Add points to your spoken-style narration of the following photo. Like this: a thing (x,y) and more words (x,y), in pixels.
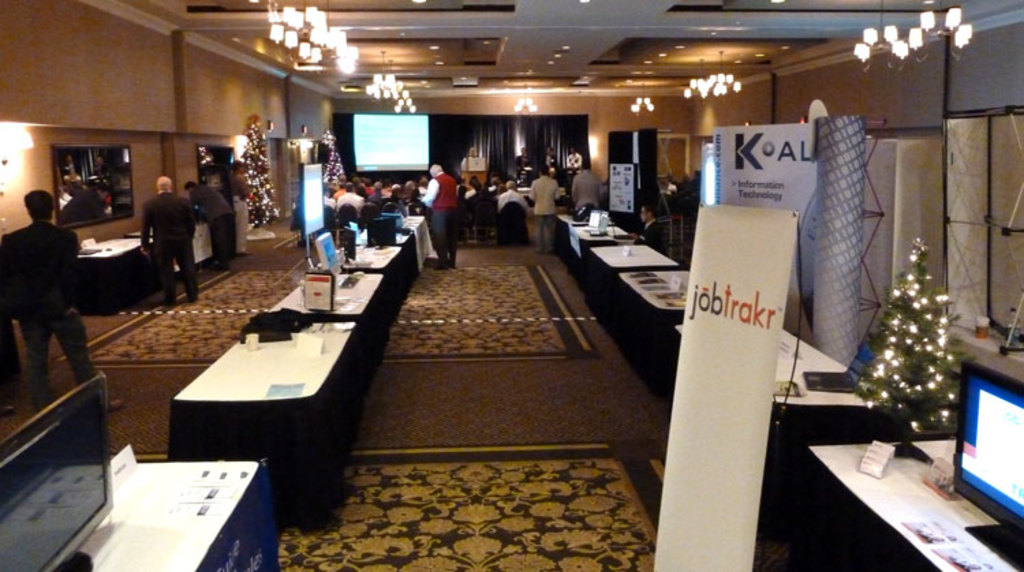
Here we can see group of people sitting on the chairs (479,232). There are tables (800,547), monitors (1011,477), cups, banners (268,556), boards (651,153), screens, and lights (266,205). There are few persons (436,232) standing on the floor (379,403). Here we can see plants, wall (94,98) and ceiling (659,68).
